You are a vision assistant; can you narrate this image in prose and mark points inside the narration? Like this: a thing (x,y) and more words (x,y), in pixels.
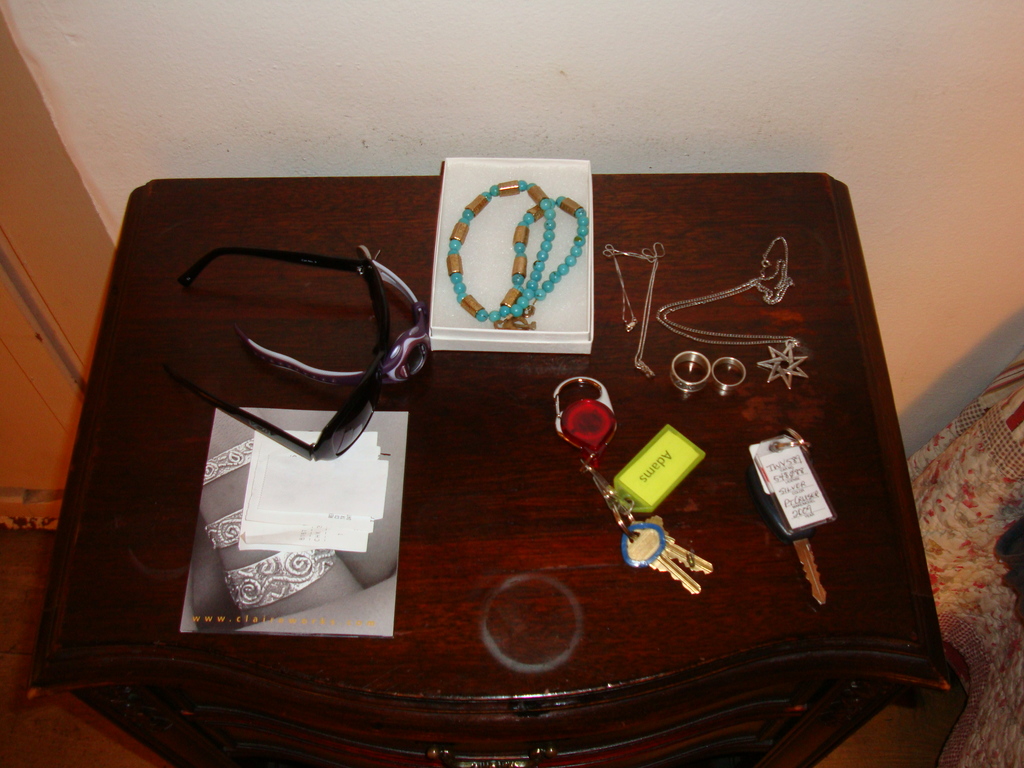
In this image i can see glasses (378,358), a bracelet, a chain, 2 rings (679,377) and few keys (670,543) on a table (435,454).
